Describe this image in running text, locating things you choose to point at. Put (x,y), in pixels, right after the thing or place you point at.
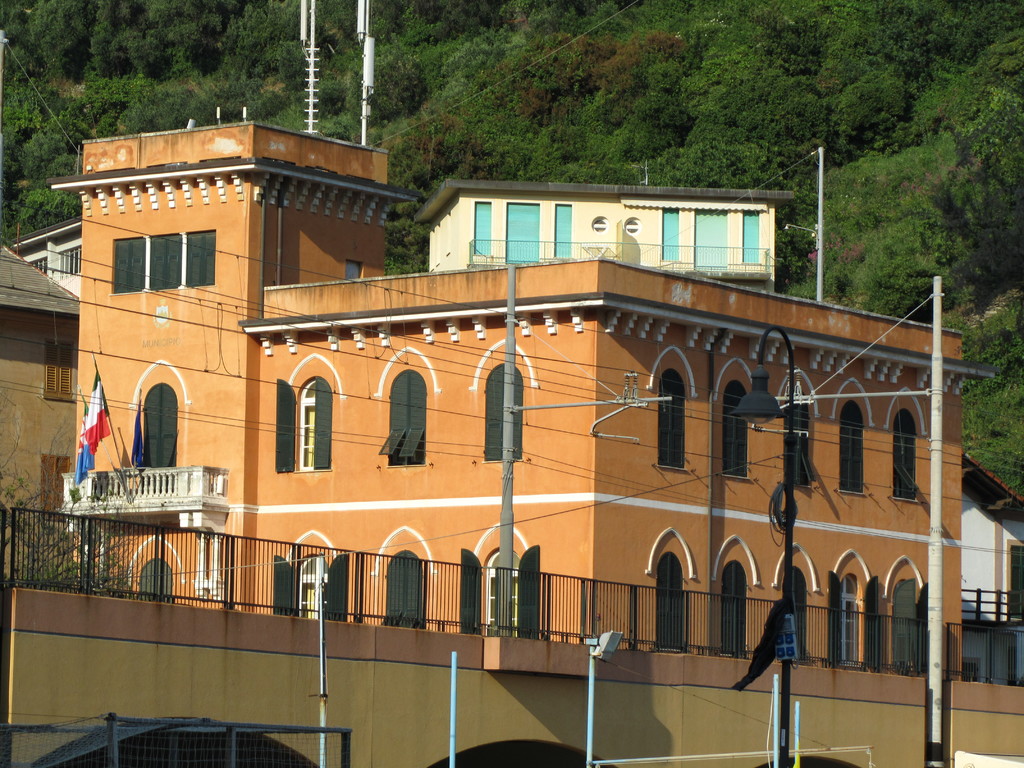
In this picture we can see a building (656,555), fence (543,614), poles (323,607), and lights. In the background (425,6) there are trees (851,106).
